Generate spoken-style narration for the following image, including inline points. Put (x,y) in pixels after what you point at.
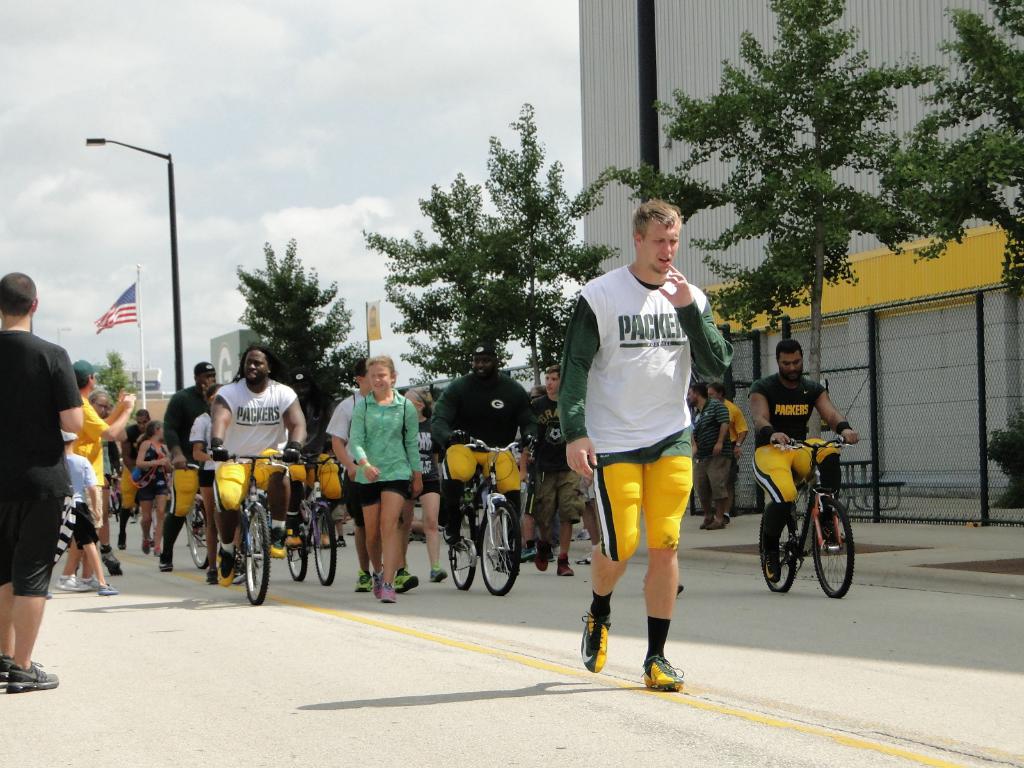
Here in this picture we can see a man (647,357) wearing white color and green color t-shirt (623,416), yellow color short (624,511) and shoe (603,654) walking on the road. Some people (505,419) are riding on the bicycle (255,466). And we can also see a lady (373,443) with green color t-shirt (386,438) is walking on the road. To the left corner (44,383) there is man (26,400) with black t-shirt (39,369) is standing. To the right corner (925,392) there is a metal fencing (873,372). Inside that fencing (904,390) there is a building (889,277). And we can also see some trees (865,199) on the right hand side (792,285). Cloudy sky (307,168). And there is street light pole (172,202). And we can also see a flag pole (138,313).
